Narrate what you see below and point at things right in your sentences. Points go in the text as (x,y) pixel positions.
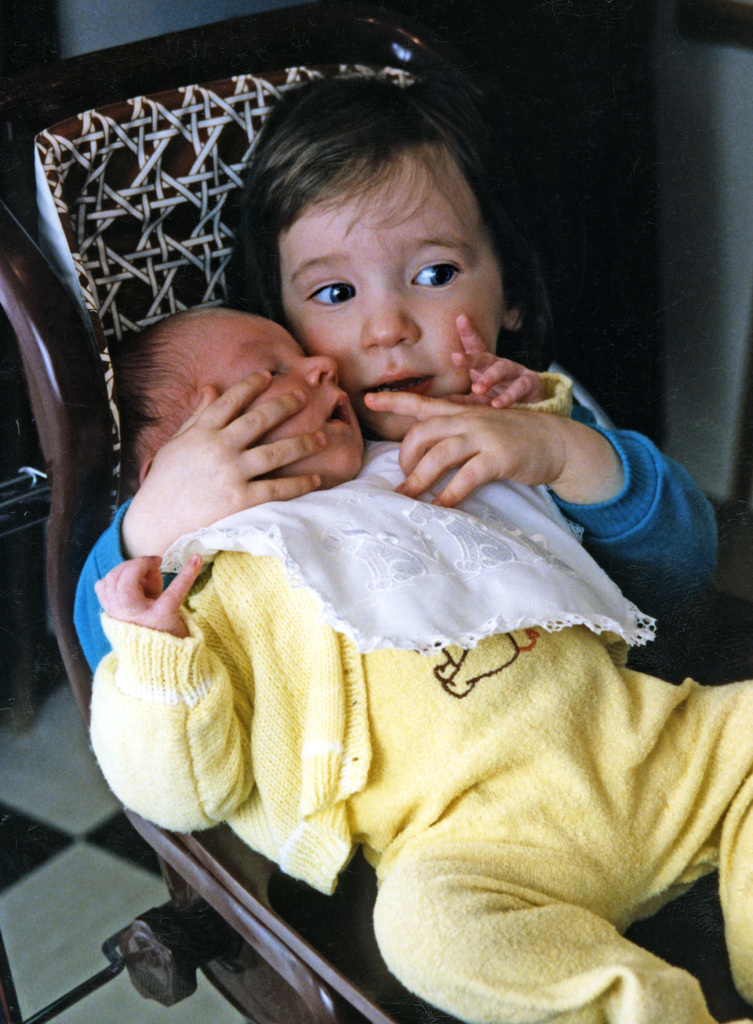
This image consists of girl (428,263) and a kid (344,698). The girl (518,473) is wearing a blue dress (677,560). The kid (451,771) is wearing a yellow dress (489,761). Both are sitting in the chair (94,147). At the bottom (41,832), there is floor (73,809). In the background (605,81), there is a wall (739,225).
